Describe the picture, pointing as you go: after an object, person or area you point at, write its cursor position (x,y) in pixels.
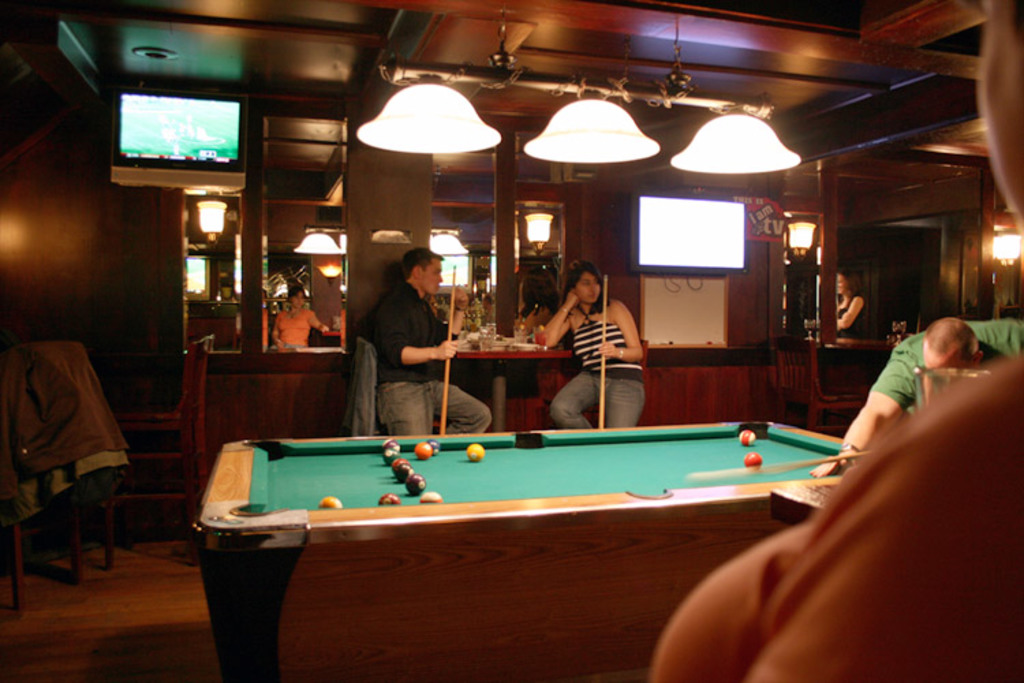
This image is taken inside a room (640,131). In the middle of the image (505,448) there is a snooker table (457,461). In the right side of the image (904,401) there is a man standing and playing snookers. At the bottom of the image (190,606) there is a floor (91,635). In the left side of the image (132,430) there is an empty chair (16,594). In the background (376,265) there is a wall (128,322), window (221,269) and lamps (534,229) and a television (715,255) on the wall (775,316) and two people (381,405) are sitting on the chairs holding the snooker sticks (604,310) in their hands (599,347). At the top of the image (203,73) there is a ceiling (653,53) and there are few lights (569,140).
